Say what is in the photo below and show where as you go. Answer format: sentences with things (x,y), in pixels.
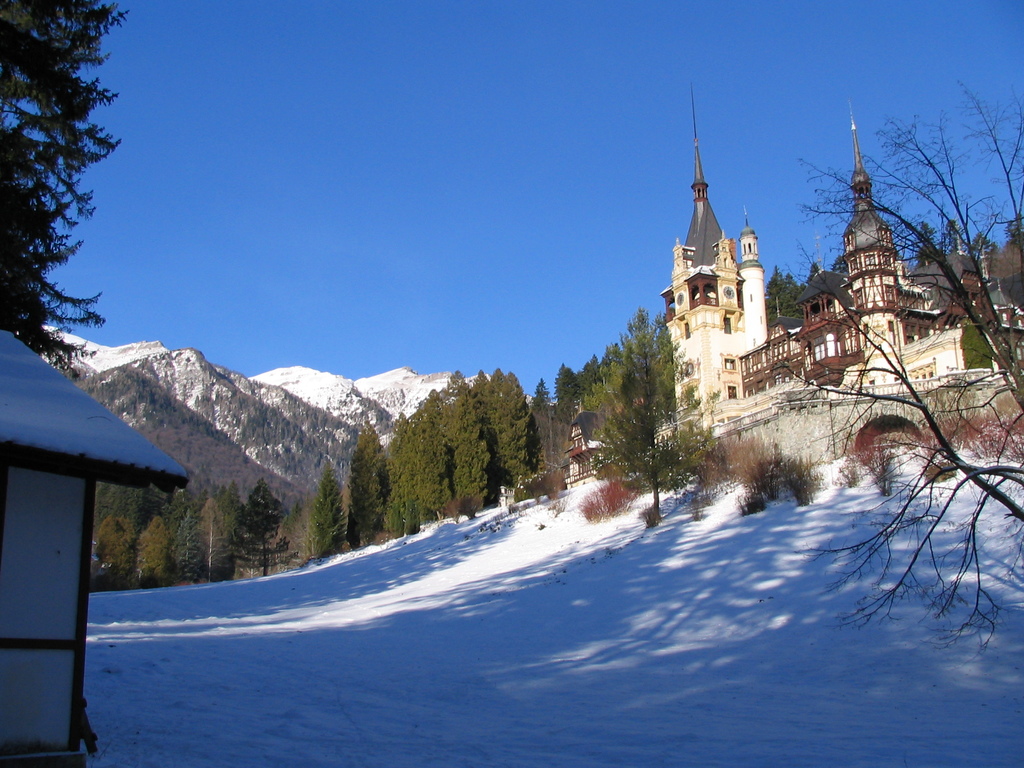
In this image we can see a building (732,413), mountains (313,454) and some trees (420,467) in front of mountains (380,424). In front of the building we can see snow (637,601) on the ground (711,630) and we can see a clear sky (489,231).
